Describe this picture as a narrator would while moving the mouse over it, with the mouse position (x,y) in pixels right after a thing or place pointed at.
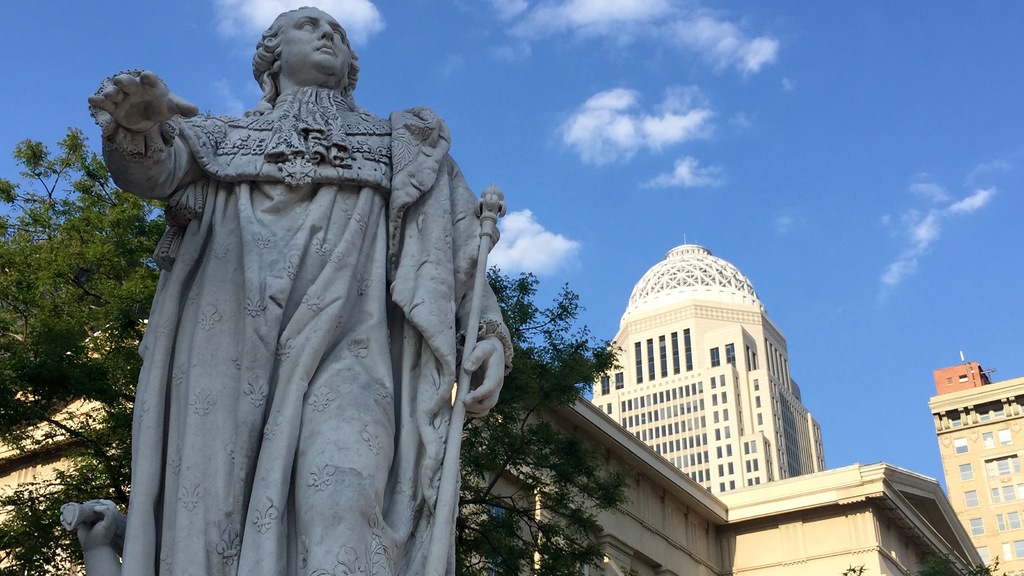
In front of the image there is a statue (437,423). Behind the statue (316,301) there are trees (32,311), buildings (733,433). At the top of the image (753,57) there is sky (804,31).
